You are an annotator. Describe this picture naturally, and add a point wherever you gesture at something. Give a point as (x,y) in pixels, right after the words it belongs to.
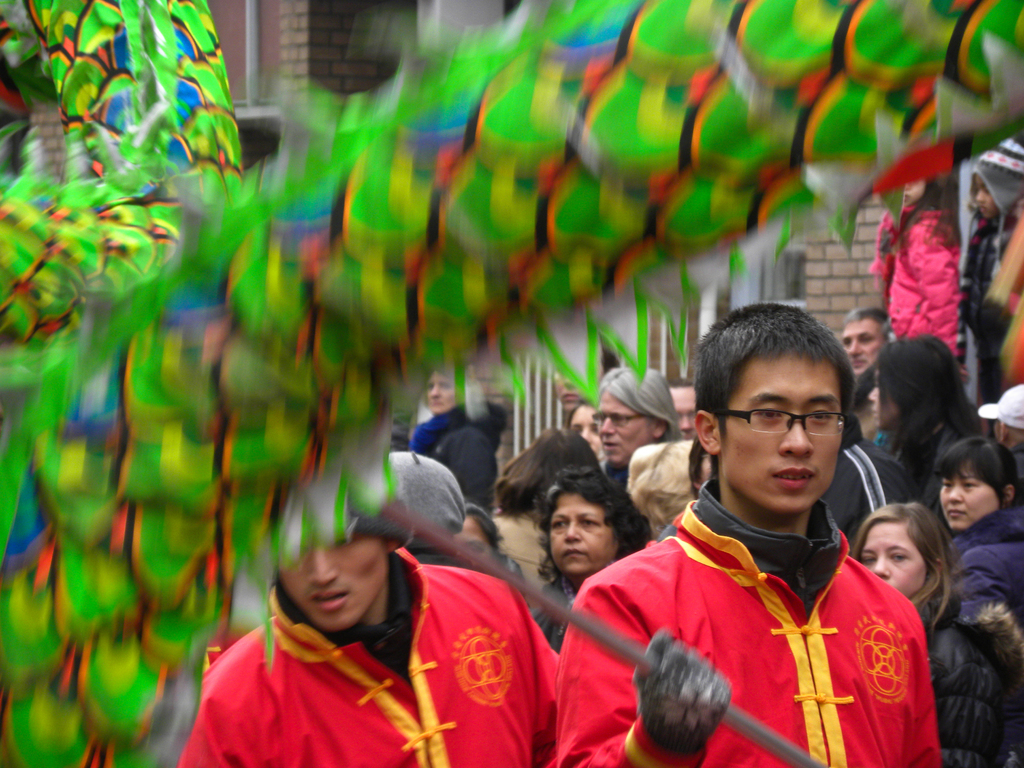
Here we see green object (124,139) and people (564,587). This person (769,584) is holding a rod (754,732). Far there are brick walls (327,44).
